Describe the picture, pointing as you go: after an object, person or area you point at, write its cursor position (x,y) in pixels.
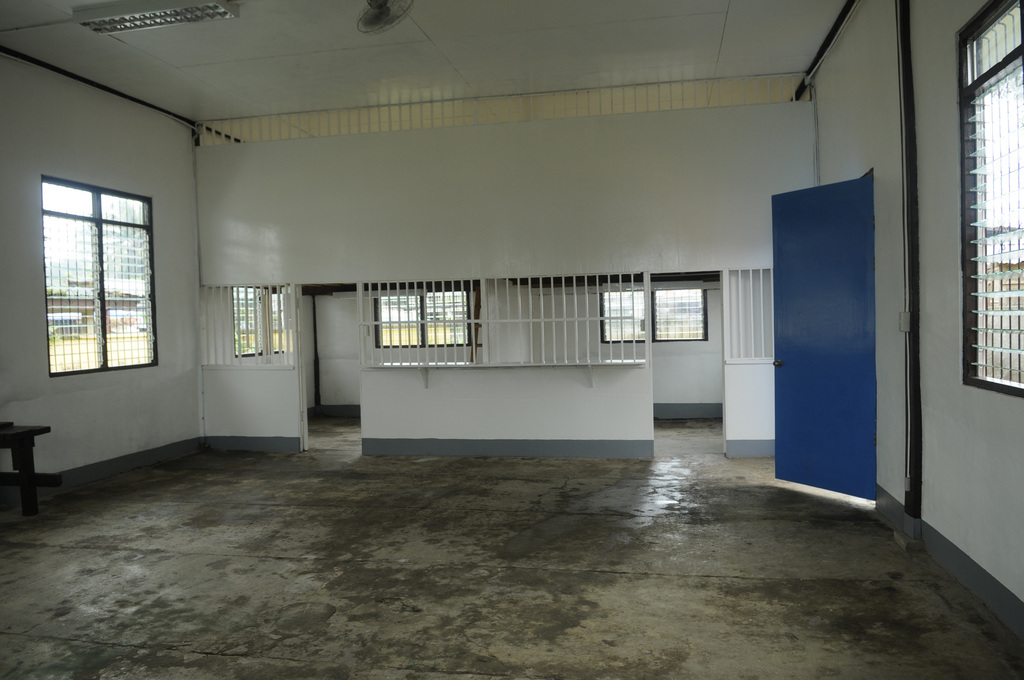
In this image we can see an inside of a building (455,484). In the background (349,310), we can see a wall (466,378), windows (660,312) and grills (541,358). On the right side (850,352) there is a door (872,455), wall (930,270) and a window (998,165) with a grill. On the left side (84,340), we can see a wall (28,422) and a window (101,272) with a grill (90,289). At the top (336,65) we can see a roof (401,23), light (135,26) and a fan (387,21). At the bottom (515,471) we can see the floor (483,480).
